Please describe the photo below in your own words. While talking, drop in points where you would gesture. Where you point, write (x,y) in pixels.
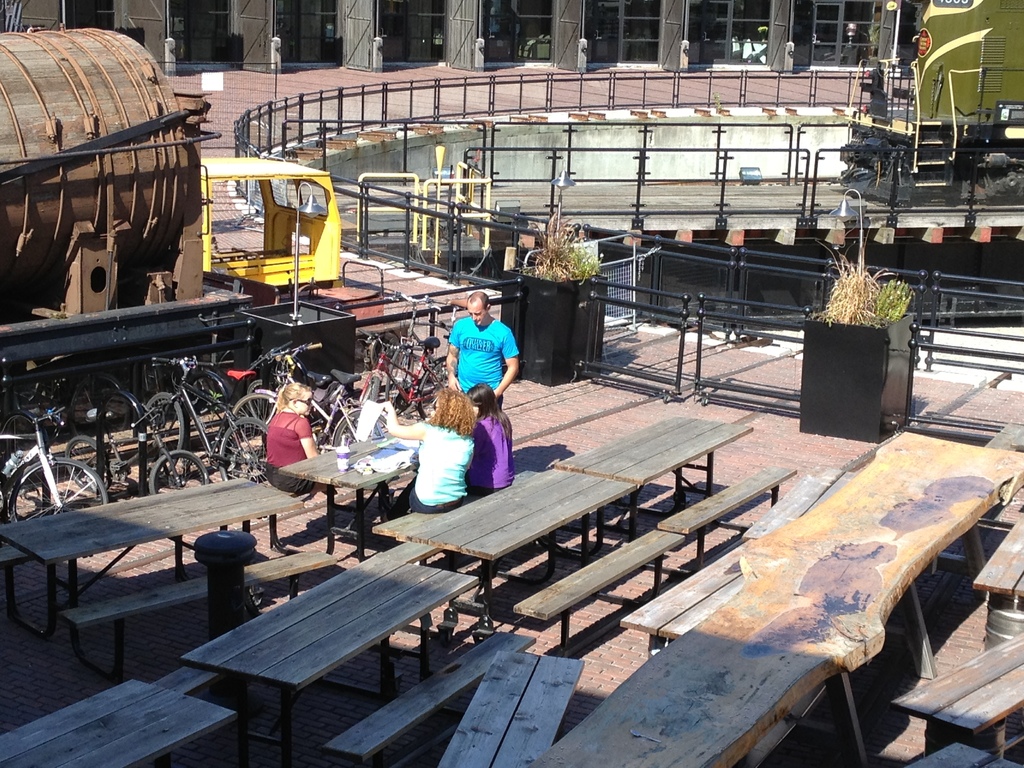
In this image there are four people (487,310), three people (394,435) are sitting and one (492,372) is standing. There is a bottle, cover (356,470) on the table (359,501). There are bicycles (120,414) behind the table (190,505). At the back (885,125) there is a train (887,126) and there is a building (251,29), there are some plants (864,286).
